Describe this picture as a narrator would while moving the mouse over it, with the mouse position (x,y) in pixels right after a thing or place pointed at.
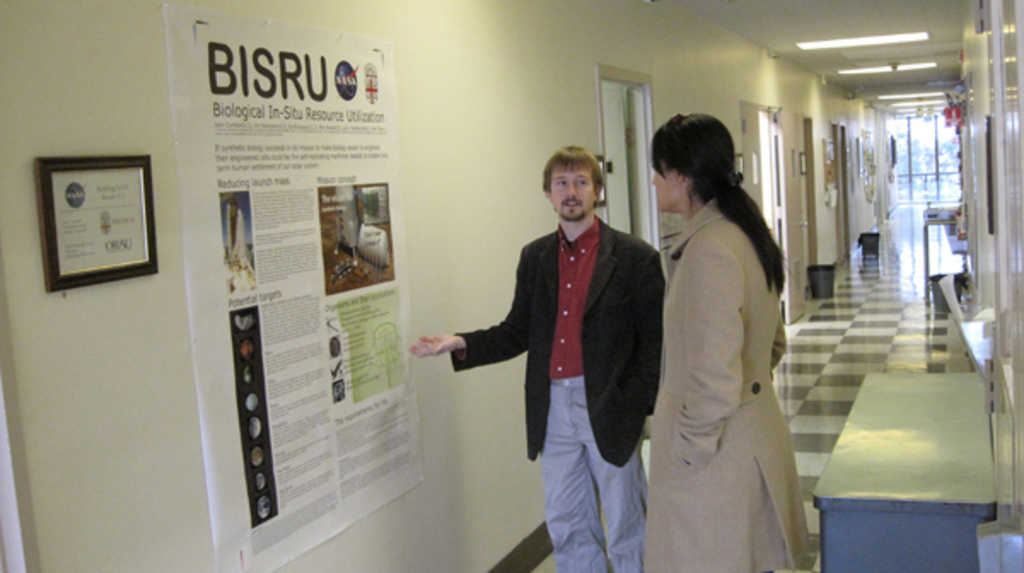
In this image there is a man (546,244) standing, there is a woman (723,335) standing, there is a wall (546,96), there are doors (779,173), there is a table (913,451) towards the bottom of the image (910,408), there is the sky (934,128), there are trees (914,163), there are dustbins (874,244), there is roof (884,25) towards the top of the image (893,38), there are lights (843,41), there are objects (294,190) on the wall (436,150).
